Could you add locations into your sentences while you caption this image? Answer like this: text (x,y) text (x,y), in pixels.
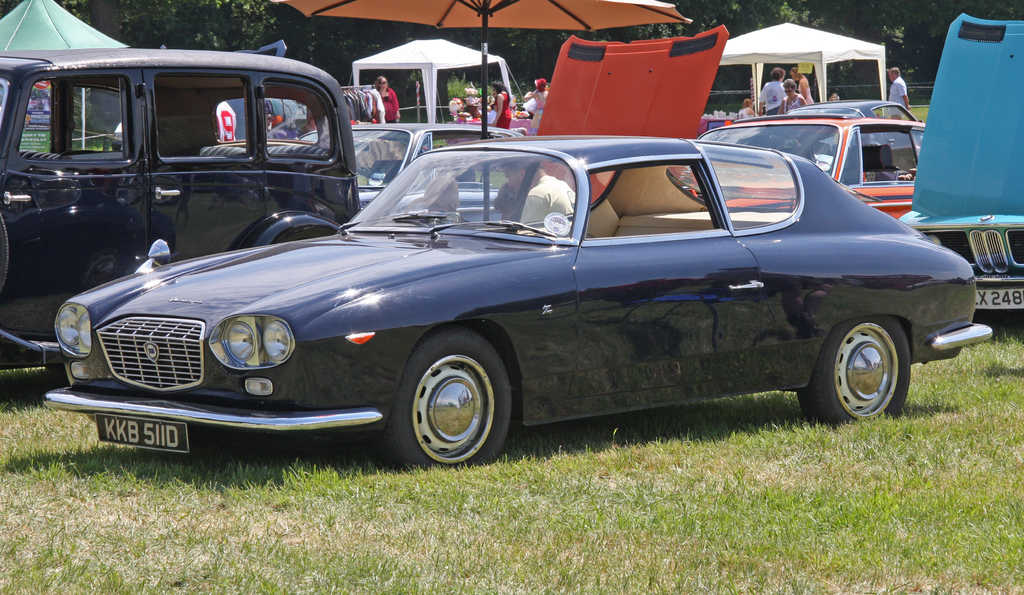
In this image I can see few vehicles (546,290) in different colors. Back I can see few tents (767,56), few people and trees (893,50).
